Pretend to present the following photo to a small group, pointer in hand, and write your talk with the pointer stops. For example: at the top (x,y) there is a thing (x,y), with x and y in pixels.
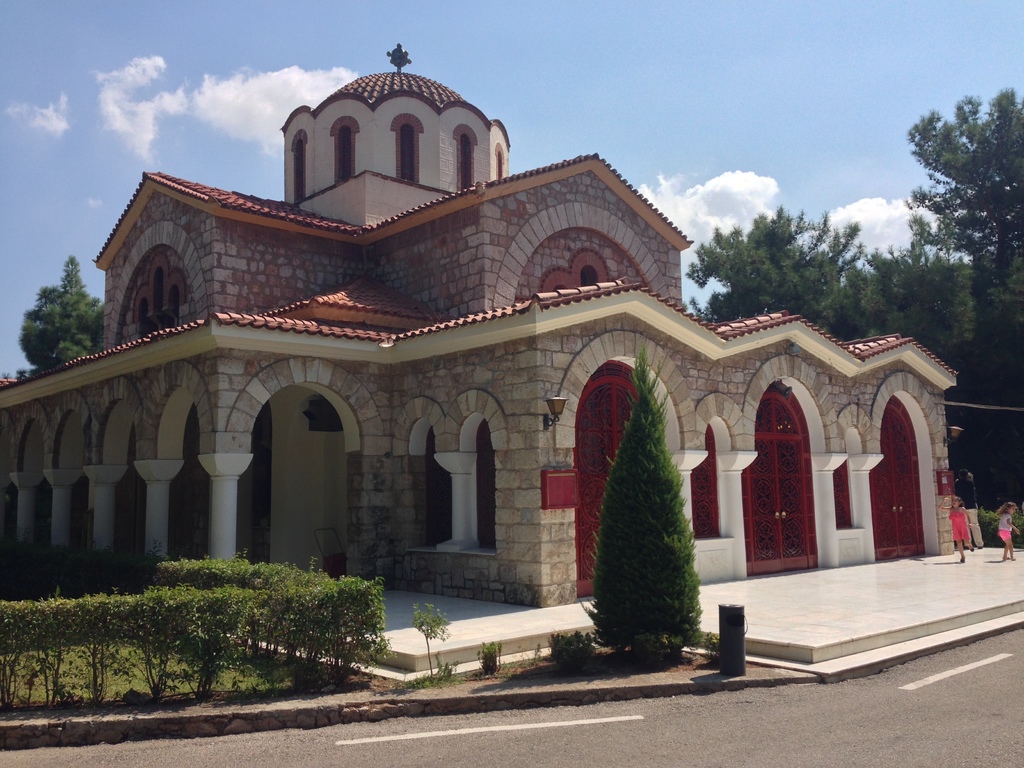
In the center of the image (443,367) there is a tree (676,510) and building (589,428). On the left side of the image (85,669) we can see plants (194,667) and grass (85,669). On the right side (915,302) there are trees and kids (968,543). At the bottom (414,725) we can see road (791,743). In the background (650,17) there are trees (63,281), sky (445,78) and clouds (214,103).
